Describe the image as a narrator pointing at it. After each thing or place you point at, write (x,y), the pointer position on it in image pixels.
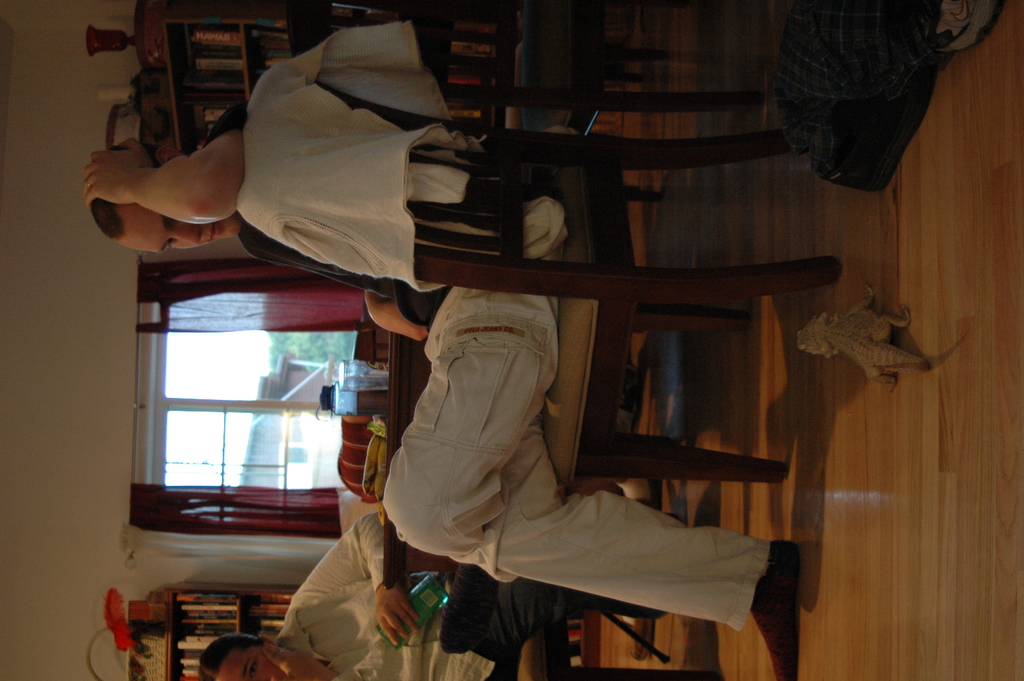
In this picture I can see a man (520,439) is sitting on the chair (561,398). At the bottom (512,603) there is another person (507,616), on the left side (205,408) there are windows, on the right side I can see an animal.
